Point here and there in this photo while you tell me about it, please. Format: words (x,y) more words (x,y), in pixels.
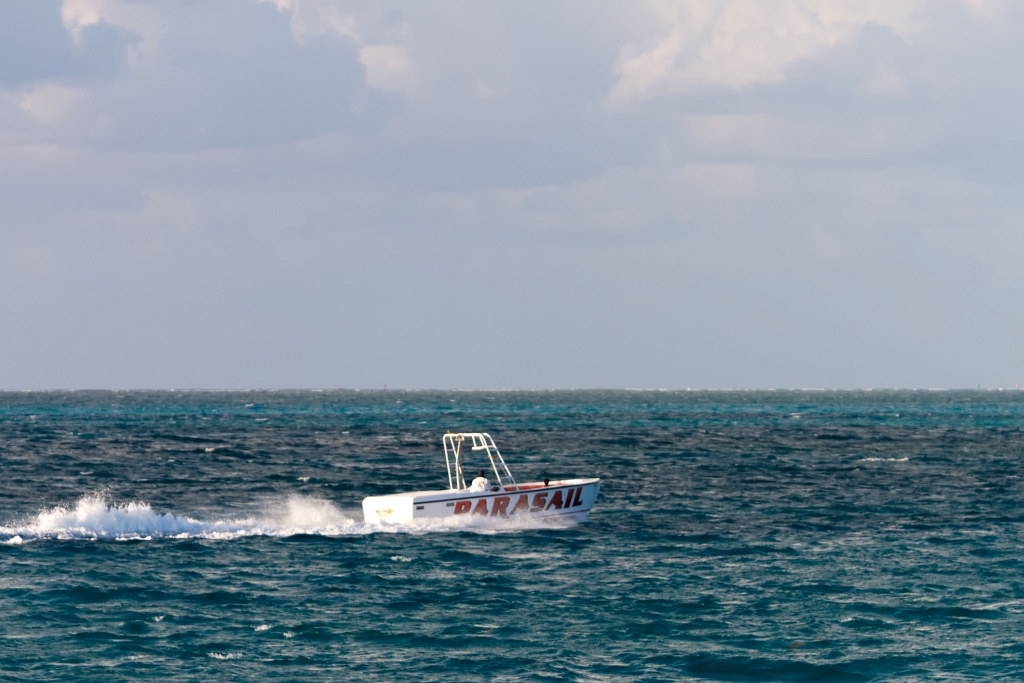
In the center of the image (453,453), we can see some people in the boat (488,490) and at the bottom (187,549), there is water (346,560) and at the top (457,108), there are clouds (510,108) in the sky (584,111).
